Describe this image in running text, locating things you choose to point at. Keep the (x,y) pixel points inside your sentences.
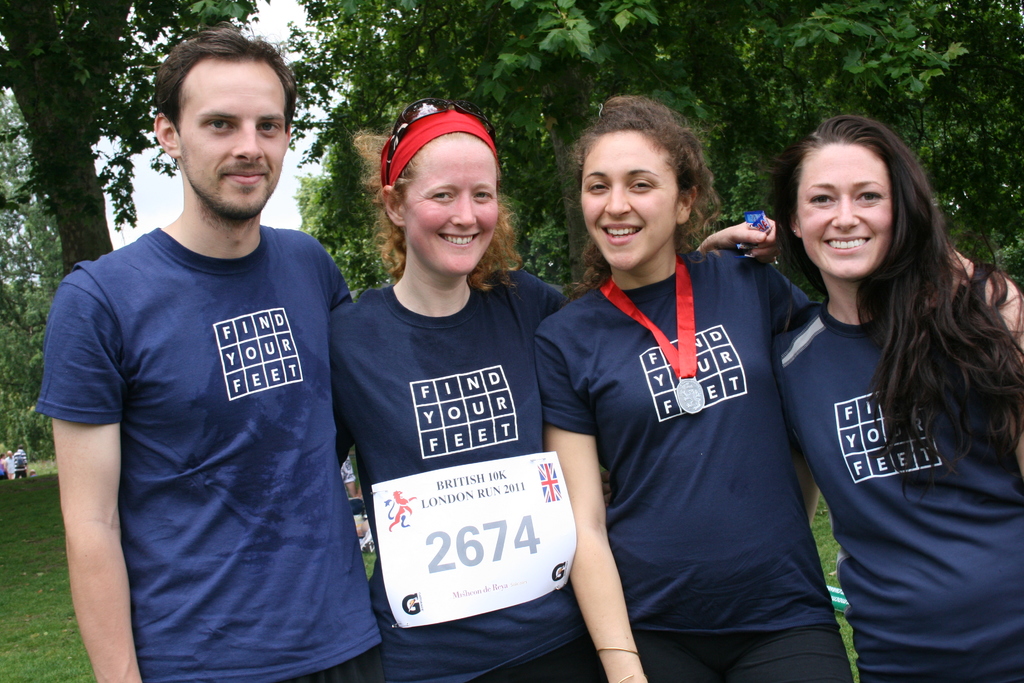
This image consists of four people (493,496) wearing the blue T-shirts (410,398). In the middle (584,392), the woman (596,420) is wearing a medal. In the background (462,34), we can see many trees (985,112). At the bottom (58,623), there is green grass (55,641).
